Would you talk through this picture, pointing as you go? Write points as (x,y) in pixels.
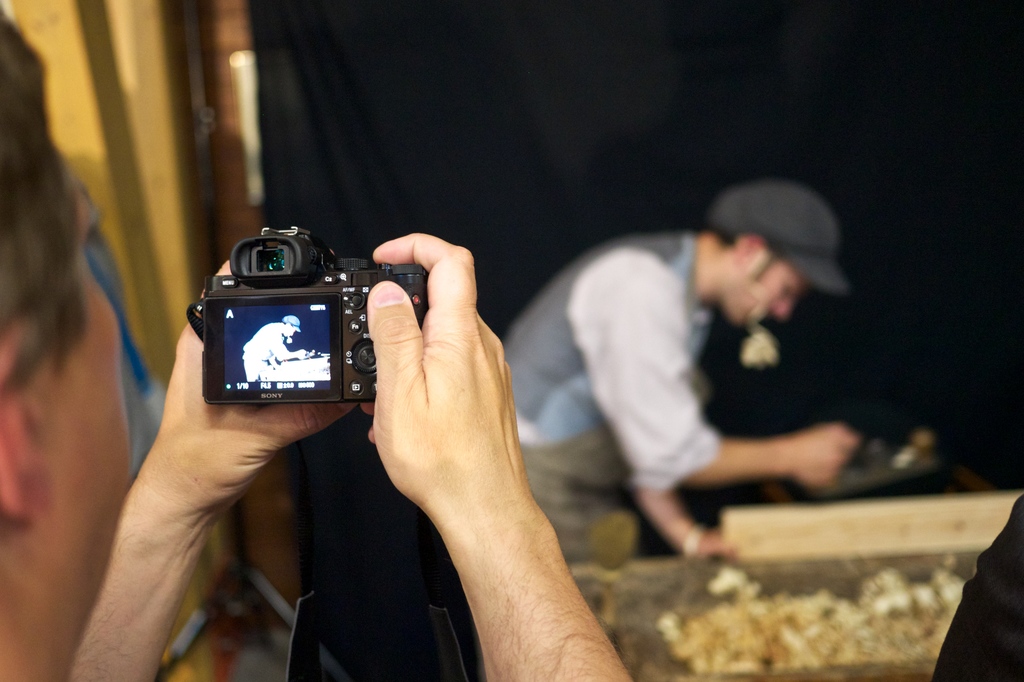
Here we can see two persons (607,363). He wear a cap (771,195) and he is taking a snap with the camera (322,336).
